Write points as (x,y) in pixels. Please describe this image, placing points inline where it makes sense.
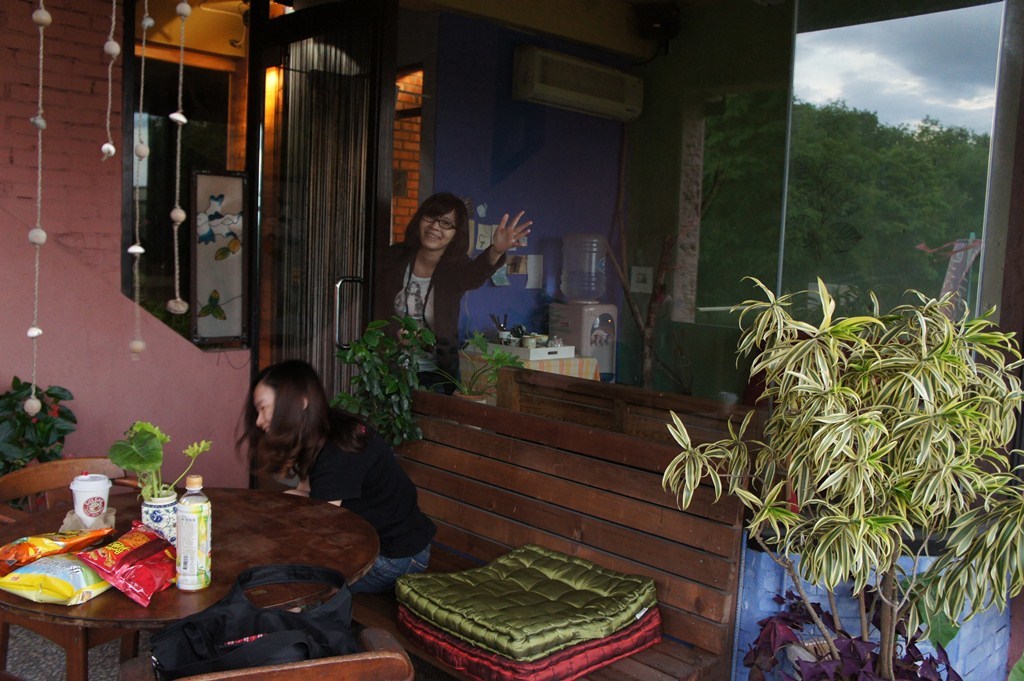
In this picture we can see two woman (454,211) one is sitting on bench (448,541) and other is standing and smiling and in front of them we can see table (160,594) and on table (220,590) we have chips packet (151,546), bottle (180,516), vase (161,502) plant (158,492) in it, glass (89,492) and in background (97,166) we can see wall (77,215), frame (195,207), curtain (358,157), AC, tray (570,353), trees (767,225), window (834,235).
